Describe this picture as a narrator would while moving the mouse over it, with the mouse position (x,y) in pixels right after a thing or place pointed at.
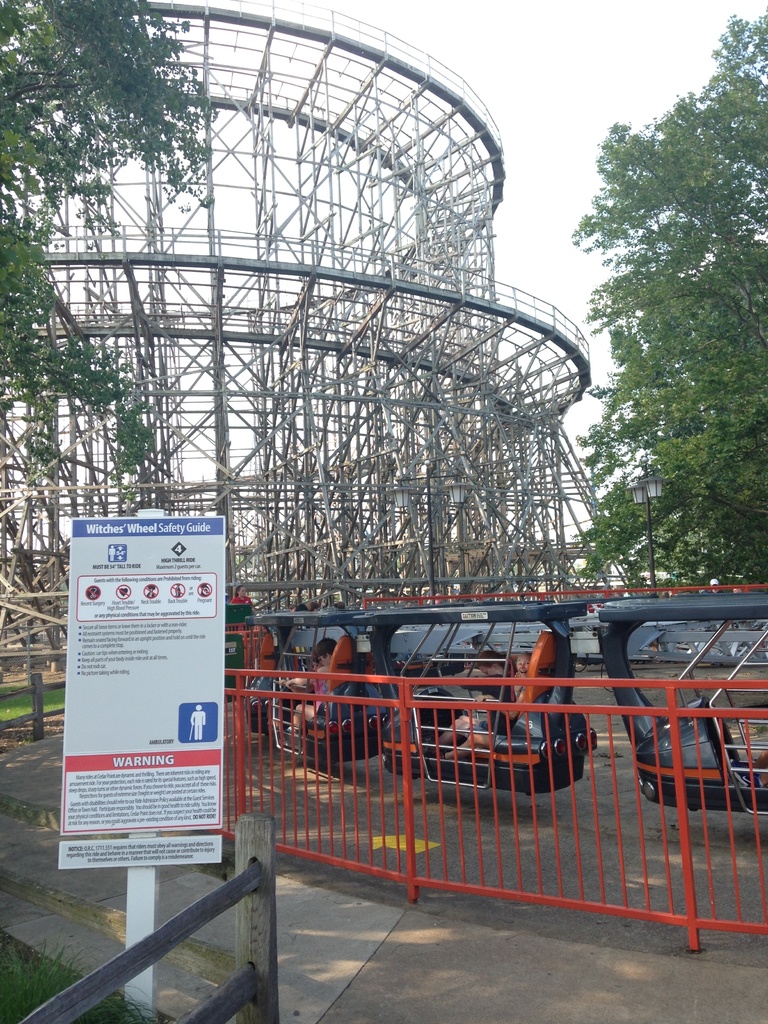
In this image there is a railing (342,782), behind the railing (242,746) there is a park equipment (372,648), in which there are children's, behind that there is a huge wooden structure (266,308). On the left (22,293) and right side of the image (659,298) there are trees (762,454) and there is a board (108,681) with some text (159,777). In front of that there is a wooden fence (240,956). In the background (558,104) there is the sky (567,107).
